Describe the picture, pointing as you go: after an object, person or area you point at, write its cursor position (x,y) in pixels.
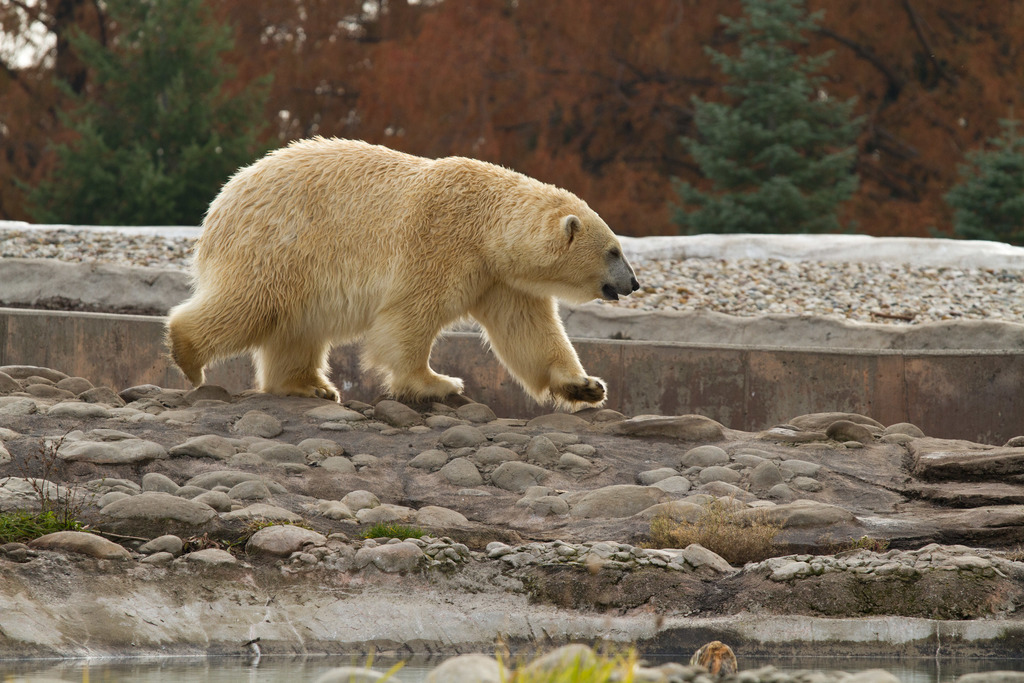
We can see a polar bear (406,313) walking on the ground (538,574) and there are stones (508,466) on the ground (436,570). In the background (24,35) there are trees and at the bottom (240,658) we can see water (270,675) and stones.
